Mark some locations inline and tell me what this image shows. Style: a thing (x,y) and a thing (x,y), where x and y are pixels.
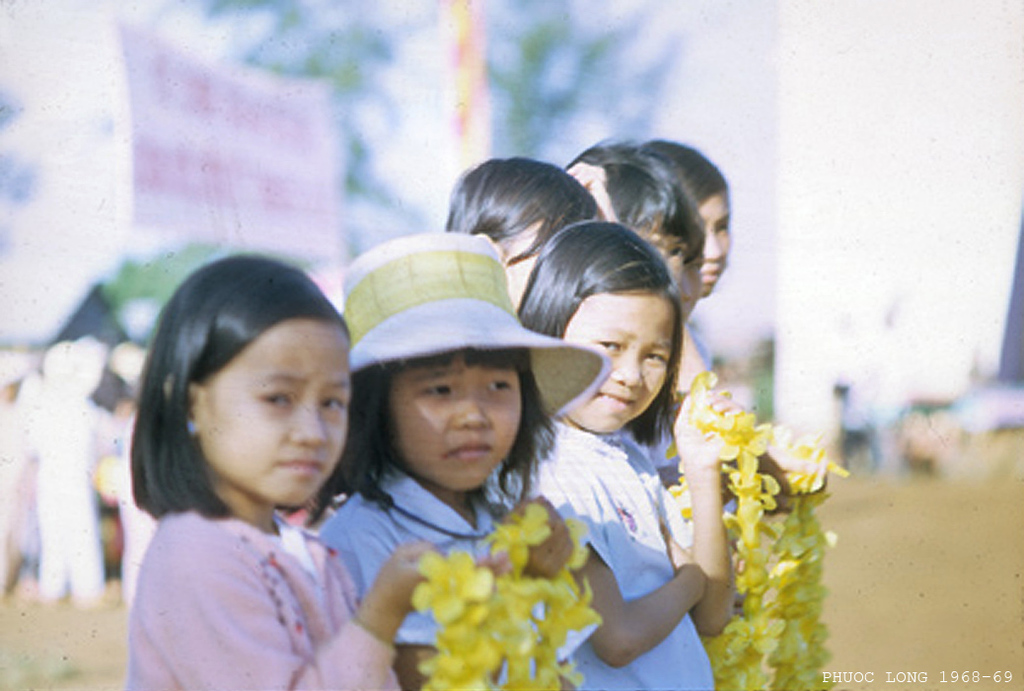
In this image in front (557,556) there are few people (505,460) holding the garlands (543,591) and the background of the image (924,321) is blur.
